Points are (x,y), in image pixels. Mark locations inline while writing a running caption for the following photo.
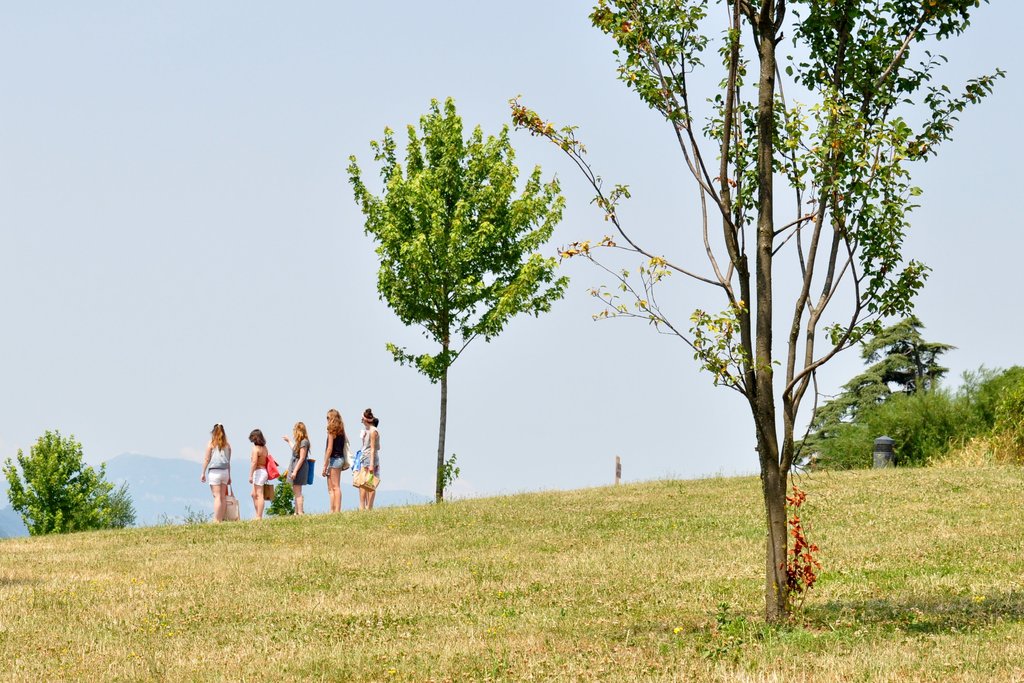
As we can see in the image there is grass (402,599), trees (17,483) and few people (332,473) standing over here and on the top (231,91) there is sky (173,136).
